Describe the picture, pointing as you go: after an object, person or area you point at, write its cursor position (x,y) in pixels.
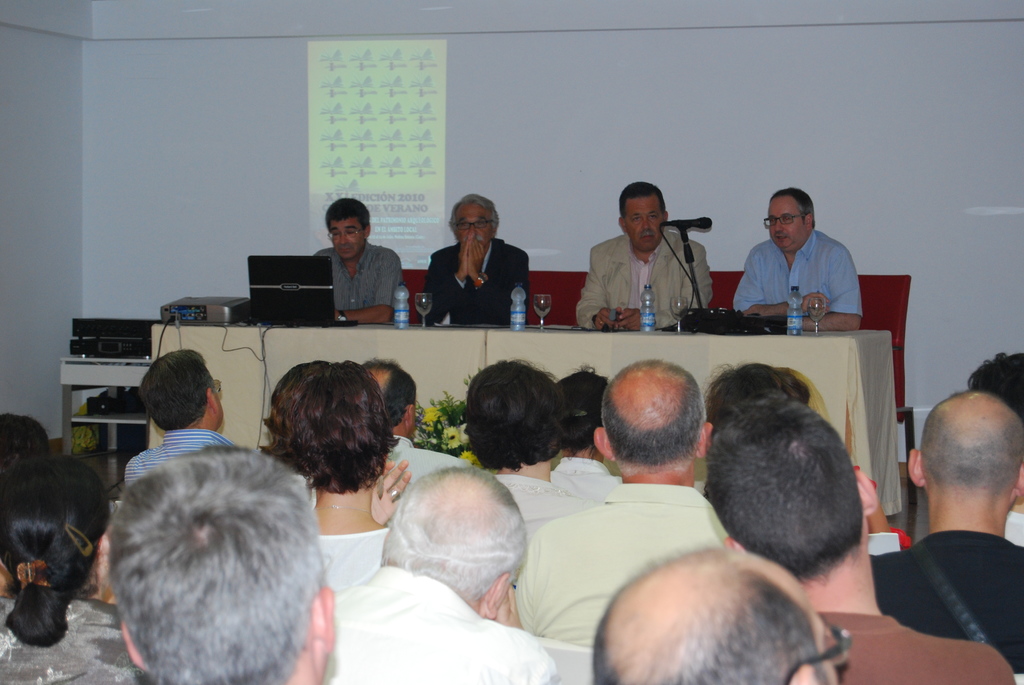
In the foreground (552,414) I can see a group of people (606,509) on the floor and four persons (356,310) are sitting on the chairs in front of a table (527,339) on which I can see a laptop (331,321), bottles (398,292), mike's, sound boxes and wires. In the background (373,119), I can see a screen (358,119), house plant (461,417) and a wall (580,195). This image is taken may be in a hall (330,298).
